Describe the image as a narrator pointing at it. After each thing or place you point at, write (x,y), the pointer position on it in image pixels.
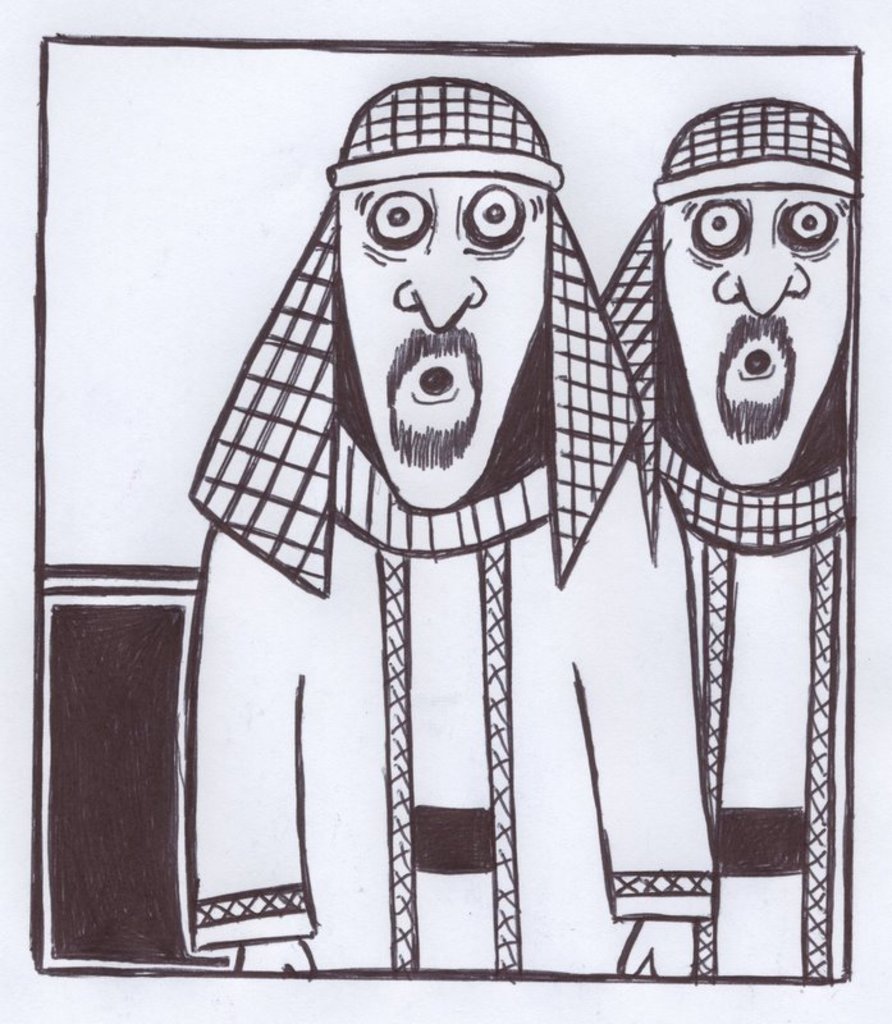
In this image I can see a sketch (373,490) of two persons (482,447). I can see the sketch (477,329) is drawn using a black colored pen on a white colored surface (262,274).
